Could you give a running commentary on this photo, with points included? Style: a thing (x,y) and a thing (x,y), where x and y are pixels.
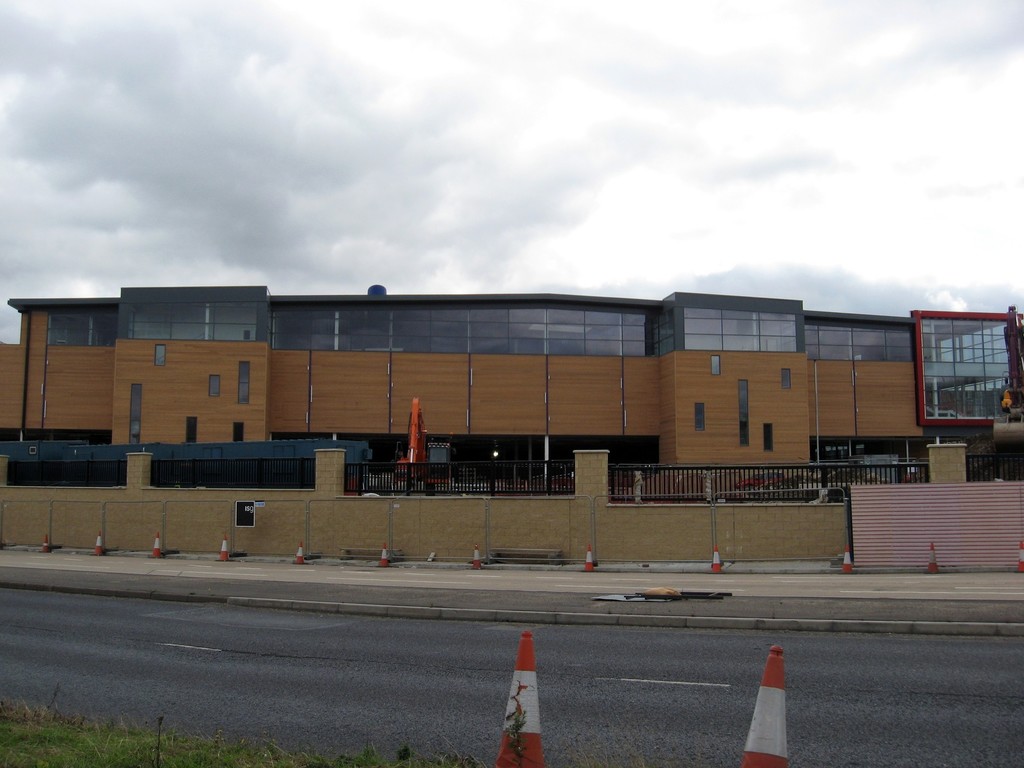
This image is taken outdoors. At the top of the image (182,121) there is the sky (564,154) with clouds (748,168). At the bottom of the image (120,744) there is a ground (93,754) with grass (317,760) on it and there is a road (361,671). There are two safety cones (526,717) on the road (571,708). In the middle of the image (391,384) there is a building (579,414) with wall (356,392), windows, doors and a roof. There is a railing (533,489) and there is a wall (386,516). There are a few safety cones (588,547) on the sidewalk (812,569).
